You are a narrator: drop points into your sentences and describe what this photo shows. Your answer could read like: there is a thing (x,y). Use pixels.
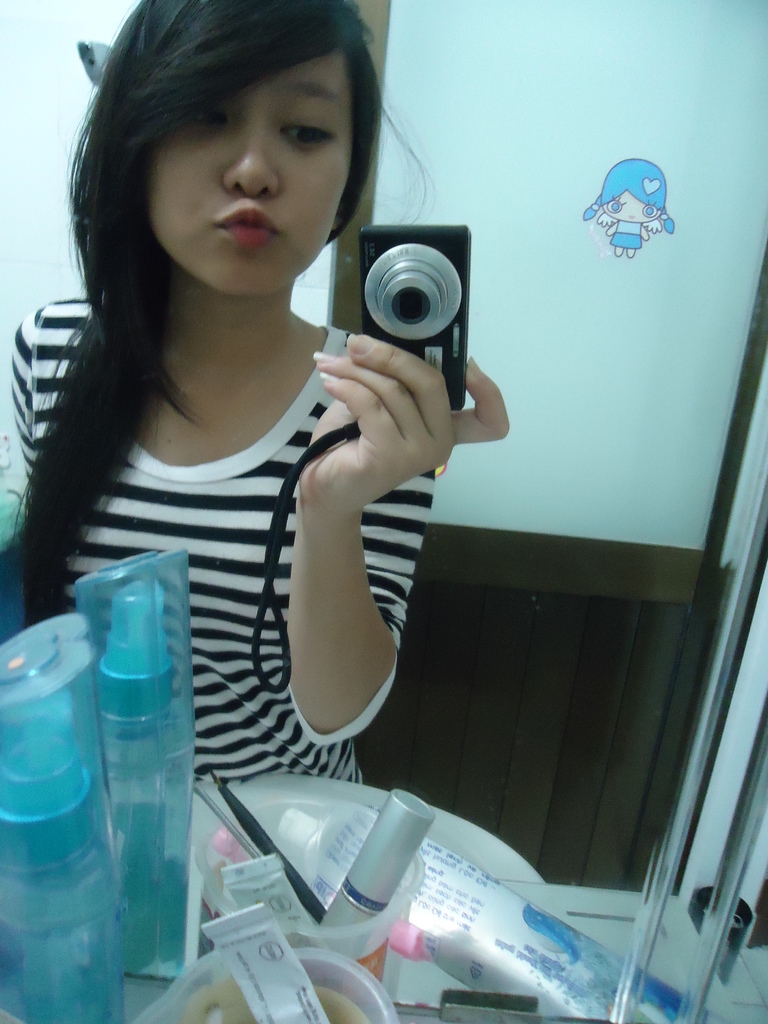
It is inside a room (83,86), in front of a dressing table (144,989) there are some cosmetics (274,853) a woman (222,190) is standing in front of the mirror (415,177), there is a camera (446,233) in her hand (404,431) she is taking a photograph, in the background (739,229) there is a door (537,691).
